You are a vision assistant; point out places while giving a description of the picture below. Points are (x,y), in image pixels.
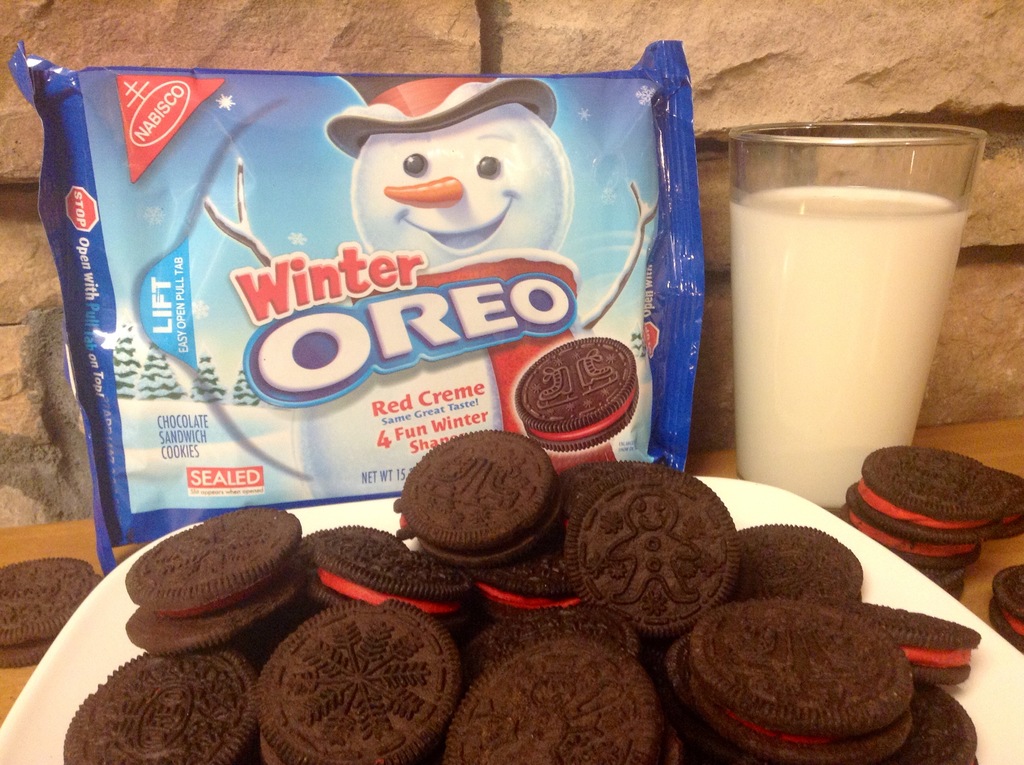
In this picture I can see few cookies (457,727) in the plate (880,592) and I can see a glass of milk (825,308) and a cookies packet (484,241) and I can see few cookies (921,548) on the table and I can see a stone wall (529,63) in the back (35,34).
